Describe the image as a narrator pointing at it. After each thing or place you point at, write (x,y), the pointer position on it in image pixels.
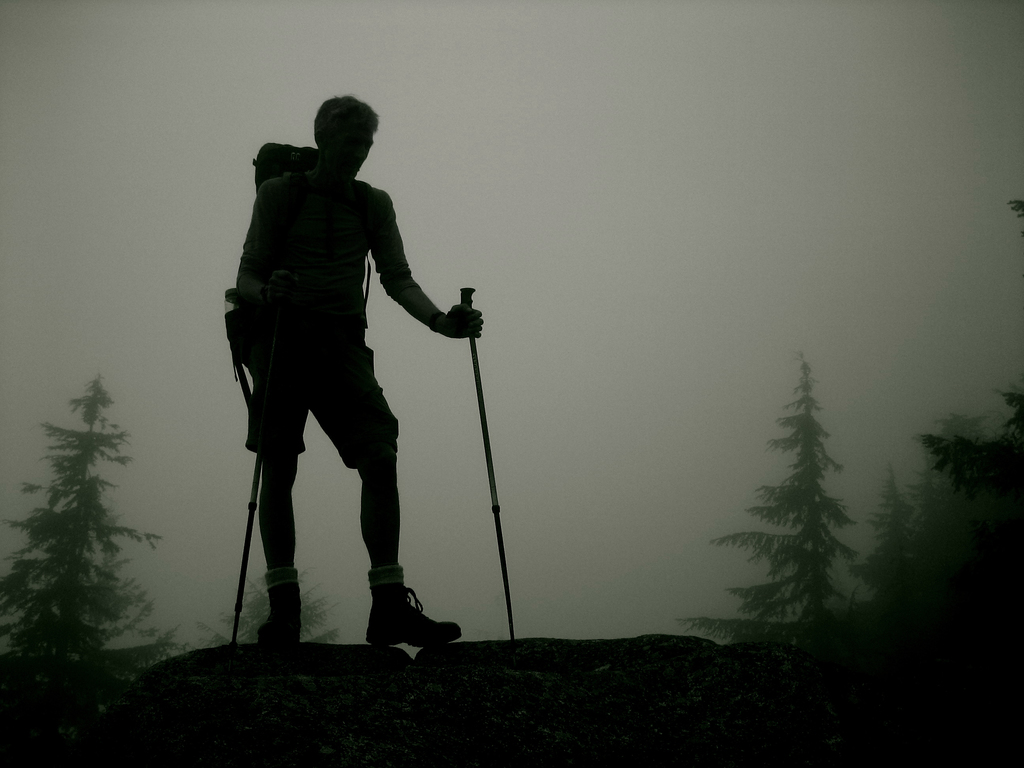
In this picture we can see a man (264,380) carrying a bag (368,197) and holding sticks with his hands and standing and in the background (834,590) we can see trees (804,510).
